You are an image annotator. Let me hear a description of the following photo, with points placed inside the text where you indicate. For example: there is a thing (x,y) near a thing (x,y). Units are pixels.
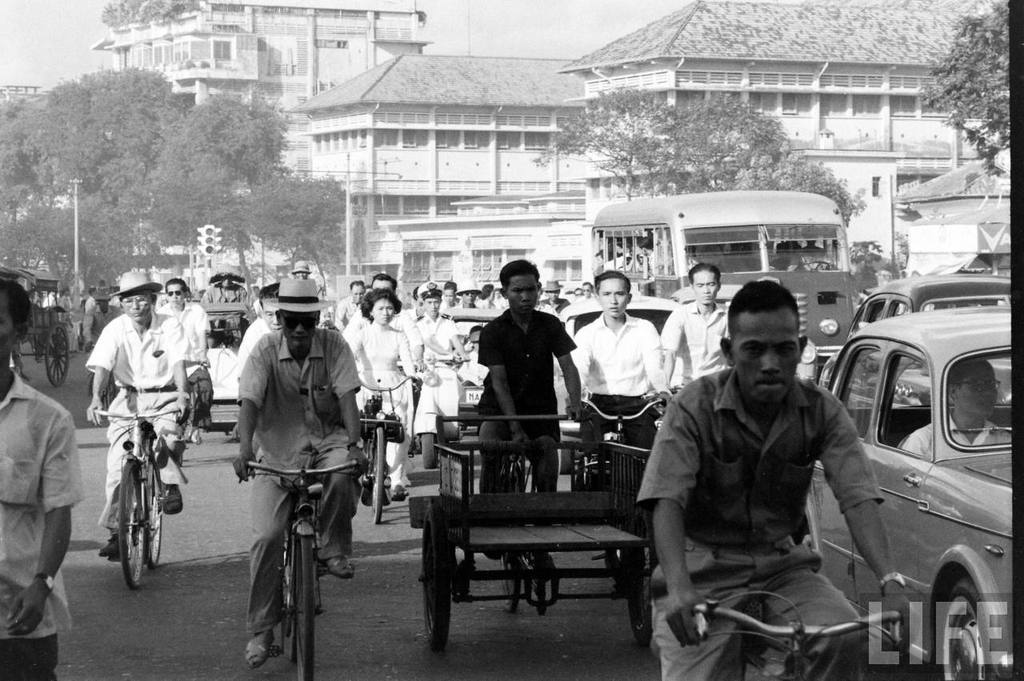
It is a black and white picture. In the center of the image (675,364) on the road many people (409,429) are riding bicycles (475,418). On the top left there is a horse cart (46,321). in the right (944,426) there are two cars (929,294) and a bus (765,219). In the background (601,152) buildings (521,125) can be seen. In center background (216,233) there is a signal (216,248). In top left (184,170) and right there are trees (969,84). Sky (595,12) is visible.
